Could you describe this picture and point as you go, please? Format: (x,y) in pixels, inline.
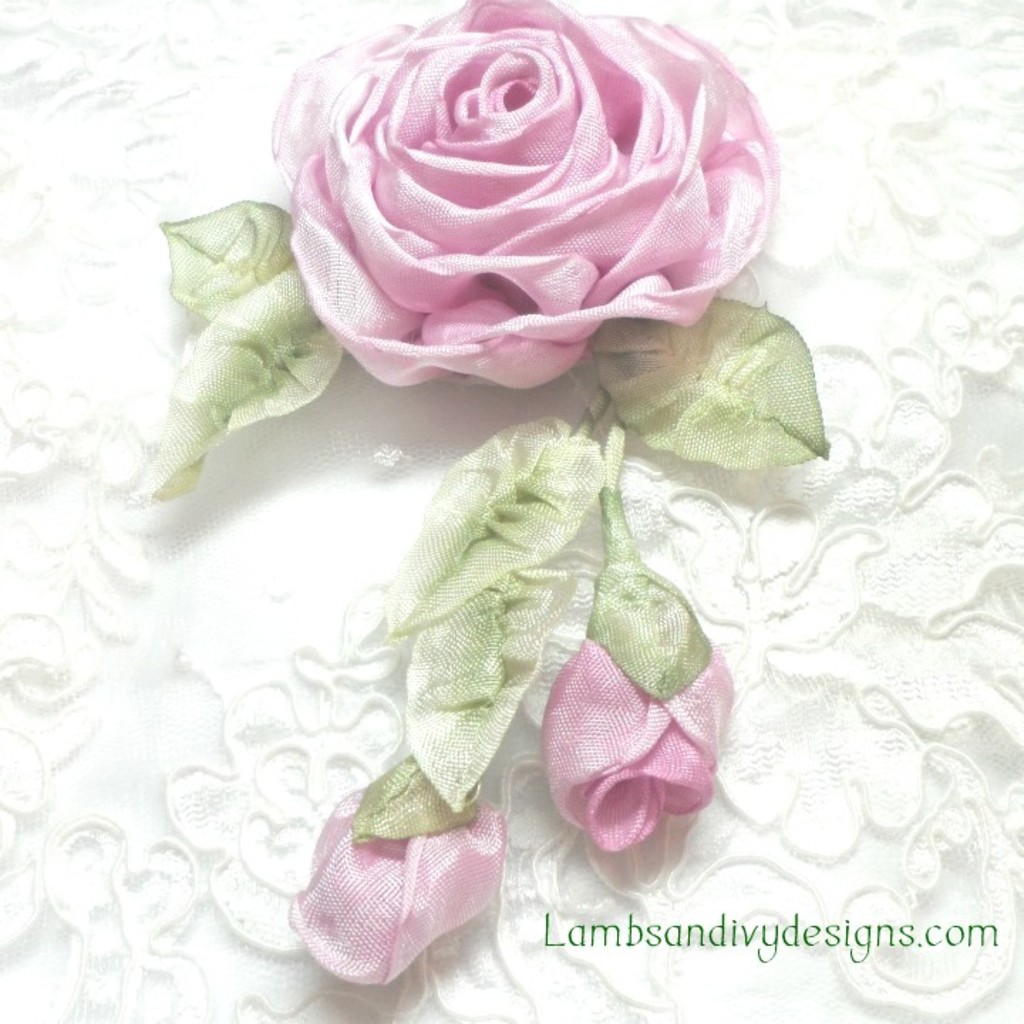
In the center of the image (569,442) we can see a flower (565,212), leaves (622,391) and a bud (565,814) are present.
